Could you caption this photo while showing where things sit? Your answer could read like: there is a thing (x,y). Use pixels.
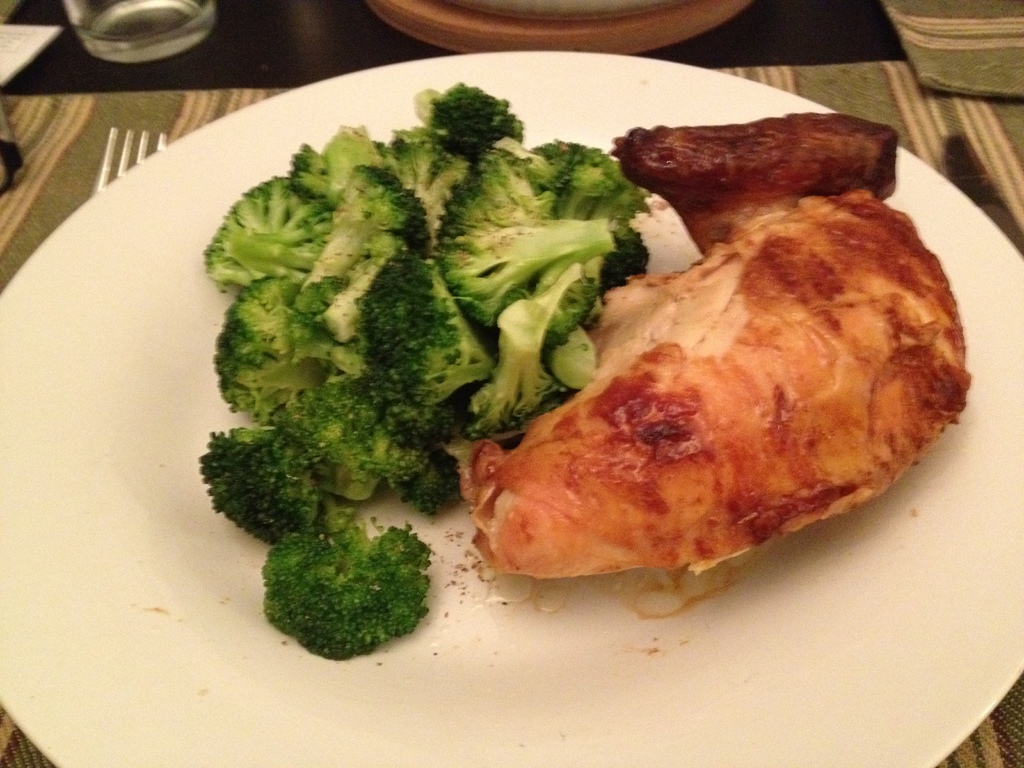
In this image I can see a plate (962,445), on the plate (619,130) I can see a food item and plate (211,153) is kept on the table (75,48), on the table (67,36) I can see a fork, glass (166,6).
